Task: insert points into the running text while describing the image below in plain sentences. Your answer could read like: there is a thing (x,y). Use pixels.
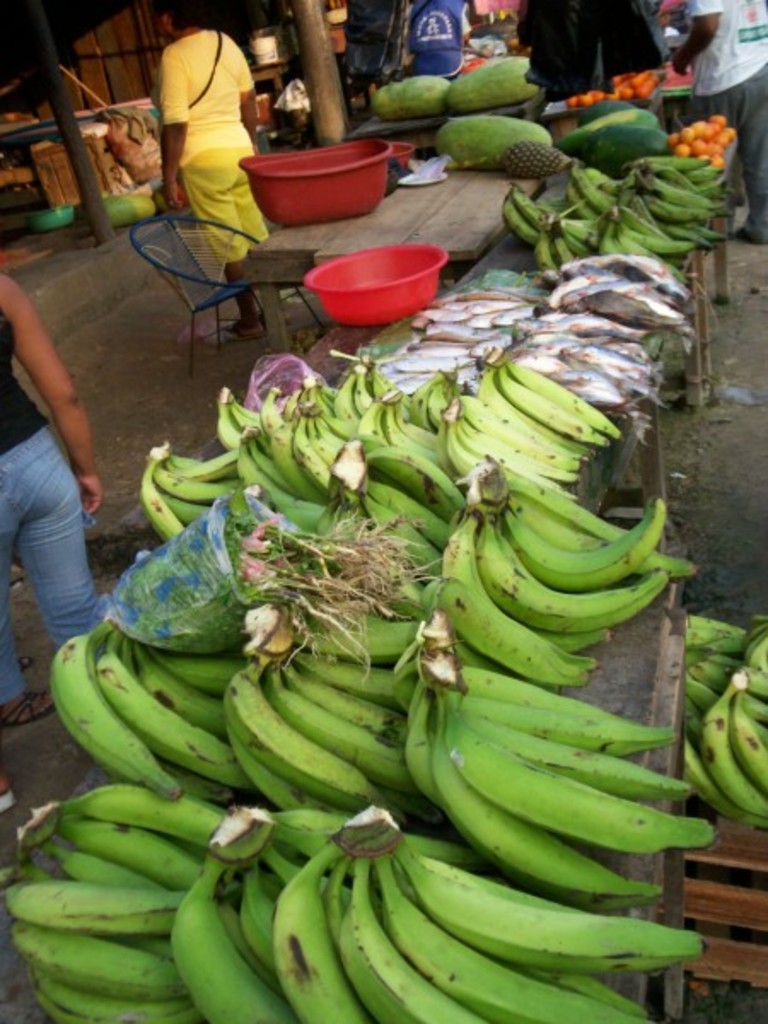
In this image in front (647,837) there are bananas (464,469), fishes (543,326), tomatoes (700,141), tubs (359,211) and a few other vegetables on the tables (456,248). Beside the table (258,269) there is a chair (198,262). There are people (72,566). In the background of the image (339,41) there are pillars (87,210) and a few other objects (303,91).
